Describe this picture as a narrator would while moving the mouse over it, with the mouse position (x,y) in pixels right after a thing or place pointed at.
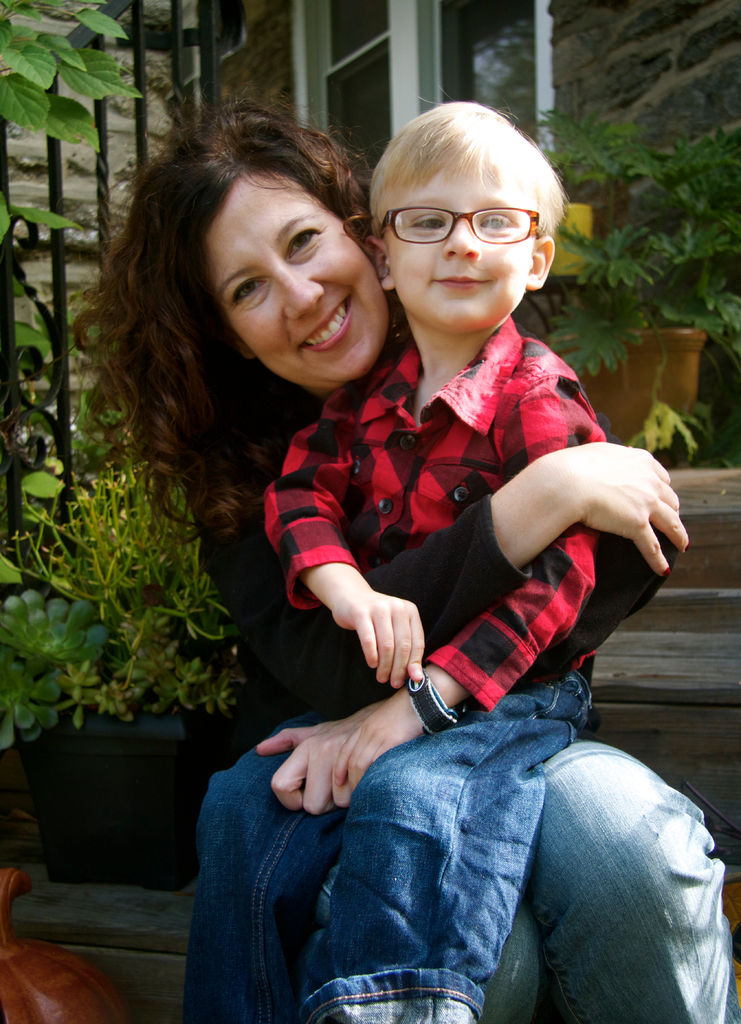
In this image, there are a few people (331,405). We can see some plants (184,534) in pots (643,347). We can see the wall (719,119) with some glass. We can also see the railing (136,65) and some stairs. We can also see an object (4,872) on the bottom left corner (7,884). We can also see a yellow colored object (573,202).
